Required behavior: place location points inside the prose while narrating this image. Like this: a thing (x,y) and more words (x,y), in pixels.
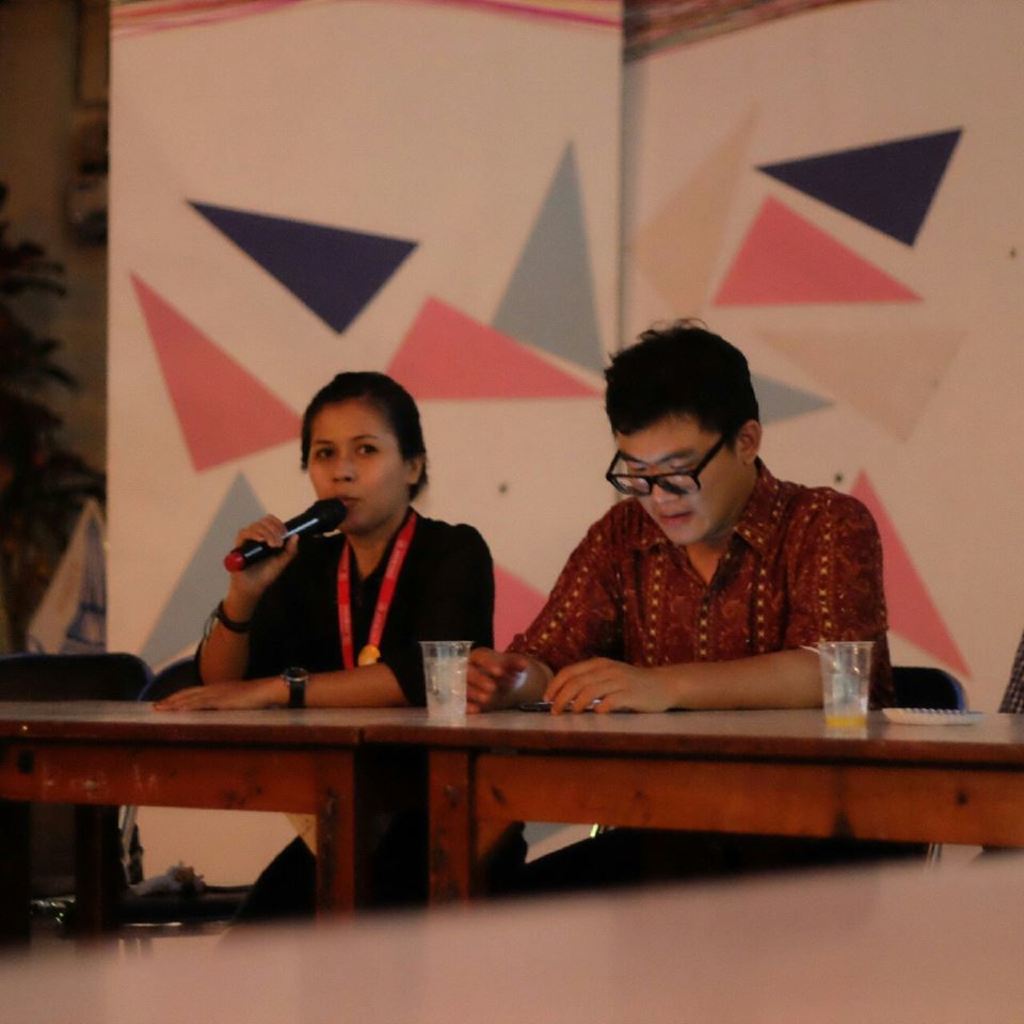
In this image I can see two people (800,578) sitting in front of the table (346,710), Among them one person (347,547) is wearing the red color tag (401,562) and holding the mic (262,550). Another one is wearing the specs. There are glasses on the table (699,777). In the back (471,222) there is a board (423,263).
